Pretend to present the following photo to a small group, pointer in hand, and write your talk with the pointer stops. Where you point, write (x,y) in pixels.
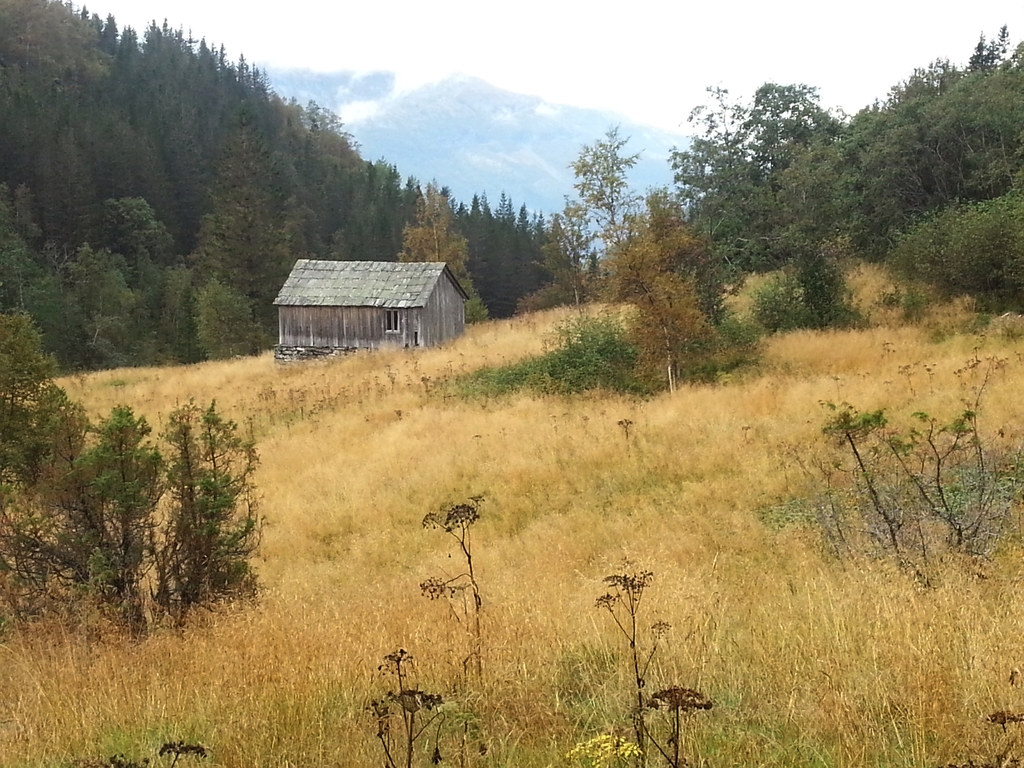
In this image I can see the ash color shed (362,339). To the side of the shed (336,340) I can see the grass (322,499) and plants (659,377). In the background (218,261) I can see many trees (270,216), mountains (437,143) and the sky (617,53).
